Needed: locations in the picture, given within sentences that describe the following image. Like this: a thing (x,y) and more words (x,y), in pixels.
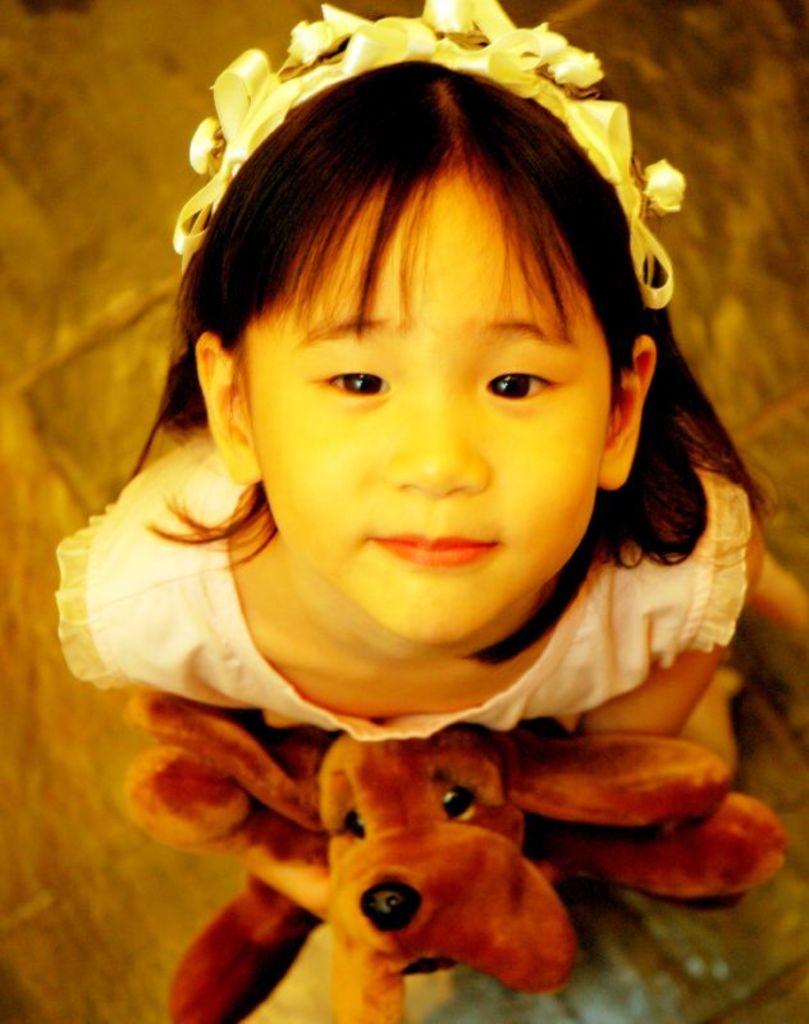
The kid (216,603) is holding a dog toy (423,806) in her hands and looking upwards.
